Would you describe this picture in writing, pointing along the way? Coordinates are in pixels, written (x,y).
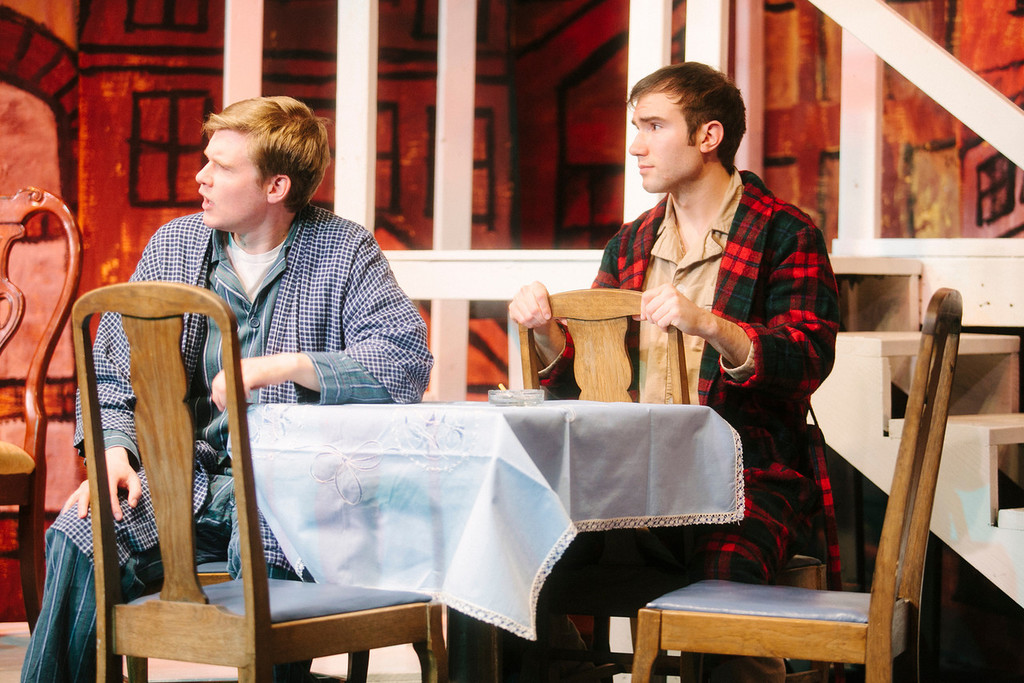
In this image i can see there is a man (771,361) sitting on a chair (616,398) in front of a table (518,483). On the table (519,440) we have an object (500,392) which is covered with white cloth (430,472).
